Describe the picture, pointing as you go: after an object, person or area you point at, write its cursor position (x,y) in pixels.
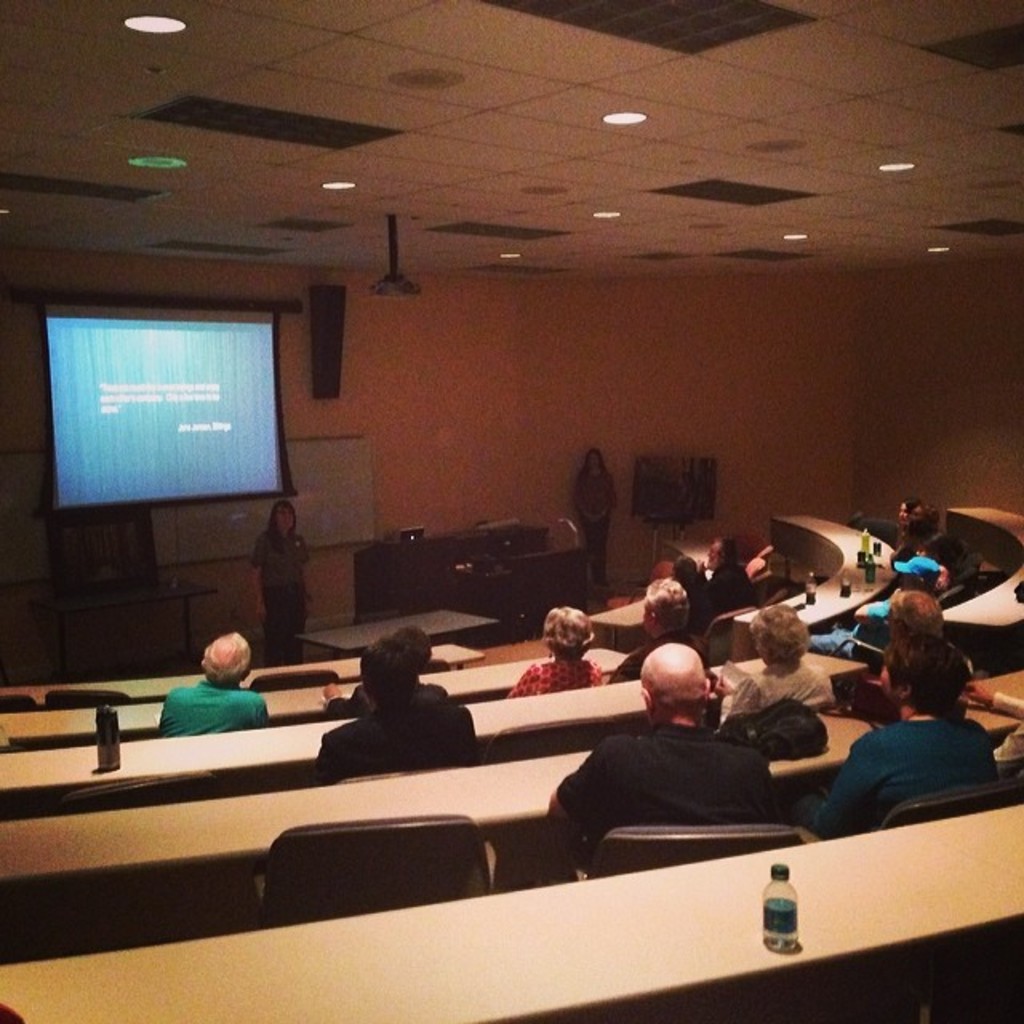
This picture is taken inside a conference hall (415,774). In this image, in the middle (627,659), we can see a group of people (859,752) sitting on the chair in front of the table (672,926). On that table (763,860), we can see a bottle (779,869), a few bottles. In the background (588,545), we can see two women (605,496) are standing and some electronic instrument (489,565). On the left side (113,444), we can see a screen (202,428), on that screen (127,438), we can see some text (195,386) written on it. At the top (692,173), we can see a roof (693,173) with few lights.
